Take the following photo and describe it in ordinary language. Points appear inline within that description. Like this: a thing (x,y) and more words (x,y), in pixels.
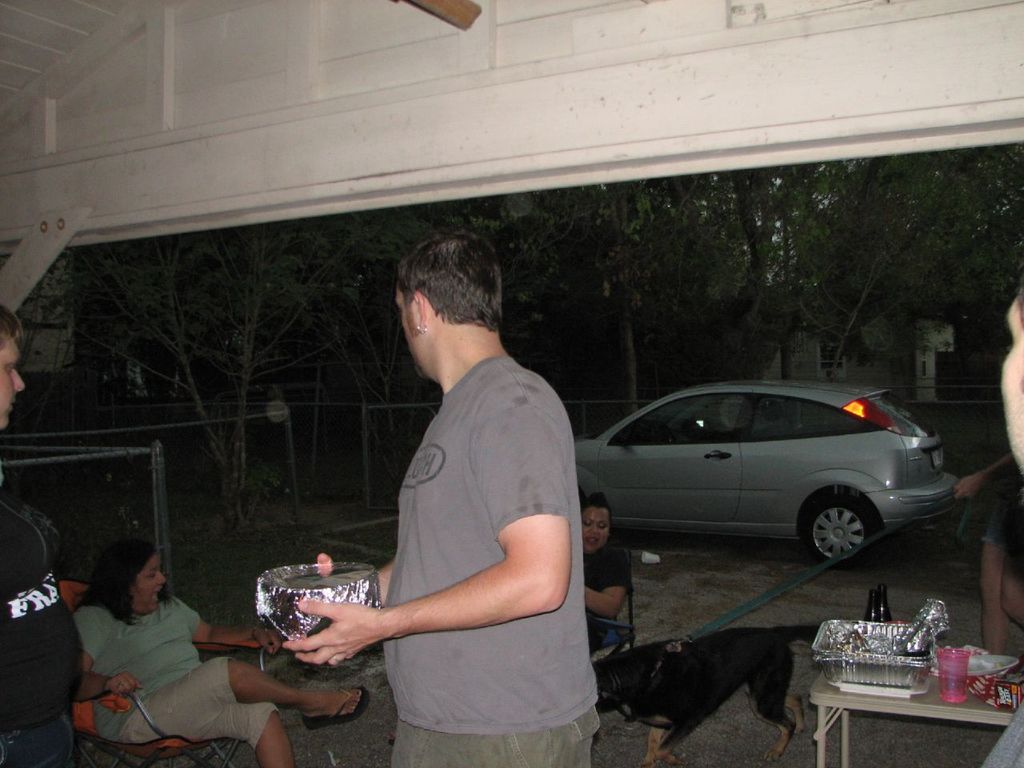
In the center of the image (474,489), there is a person (397,582) standing and holding a bowl (313,598) and there are ladies (203,638) sitting on the chair (614,618) and on the right (948,697), there is a table (931,695) and a glass (952,665), bowl (978,670), and a tray (914,670) are placed on it and we can see a dog (728,660). In the background (365,300), there are trees (705,299) and a car (814,415).
